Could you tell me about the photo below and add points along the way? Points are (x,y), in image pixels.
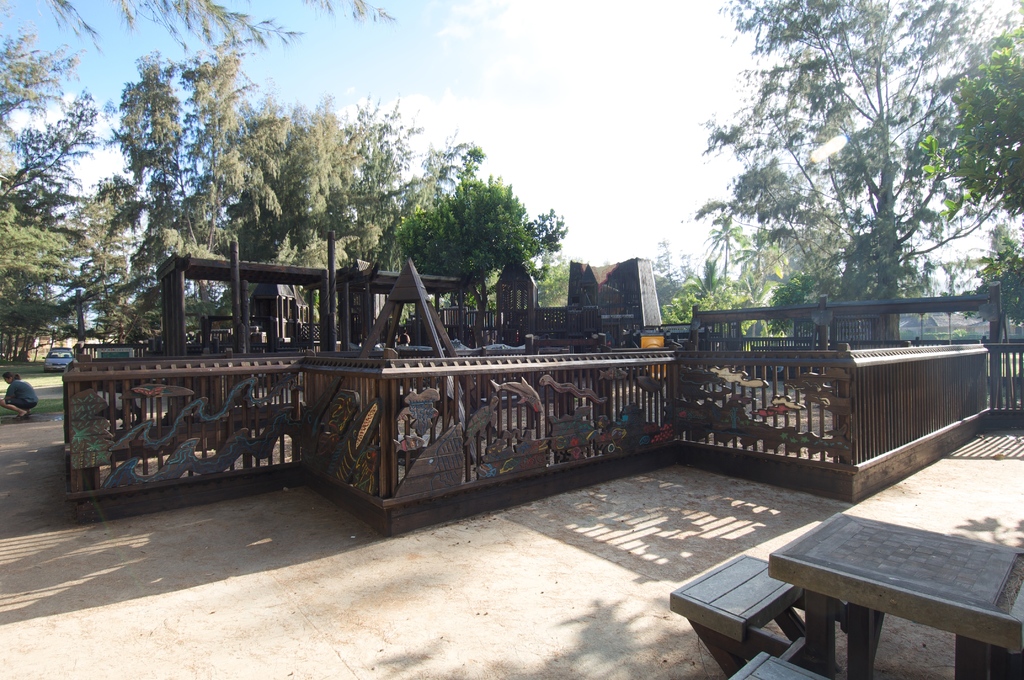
In this image there is a wooden railing (416,385), in the background (541,332) there are wooden objects (398,296), trees (106,307), car (62,361) and the sky (631,121), in the bottom right (714,602) there is a table (797,582) and chairs (764,595).
